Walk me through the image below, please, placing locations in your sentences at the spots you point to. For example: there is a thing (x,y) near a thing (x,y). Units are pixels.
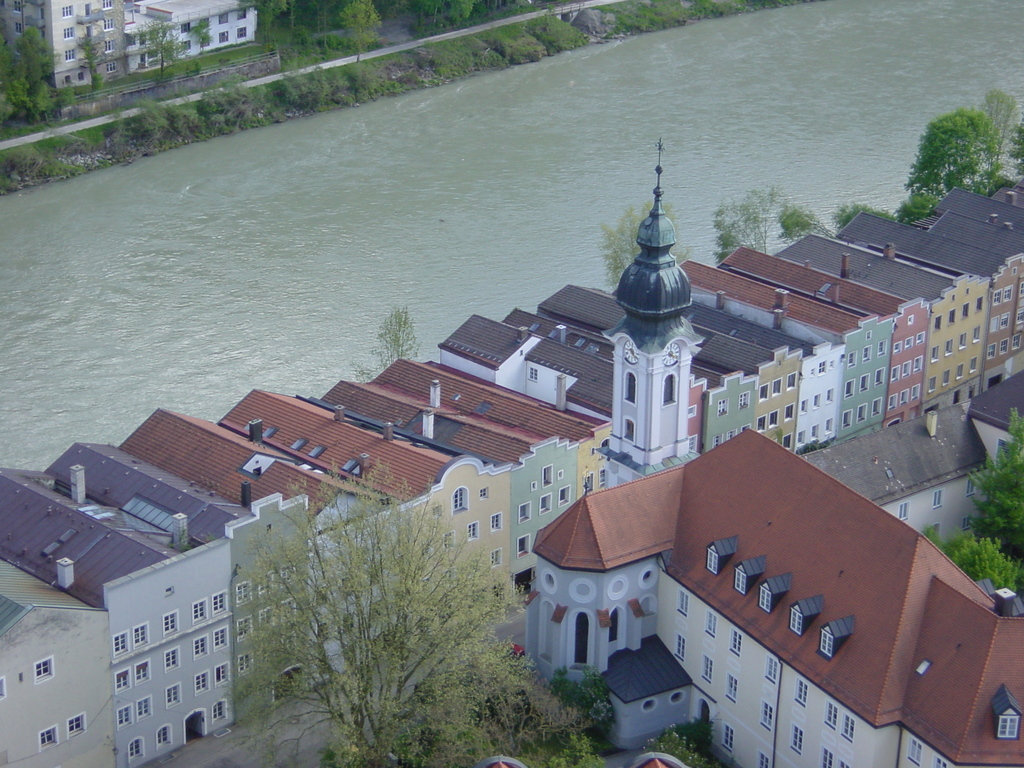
This picture shows few buildings (665,367) and trees (454,597) and we see water (52,245).
